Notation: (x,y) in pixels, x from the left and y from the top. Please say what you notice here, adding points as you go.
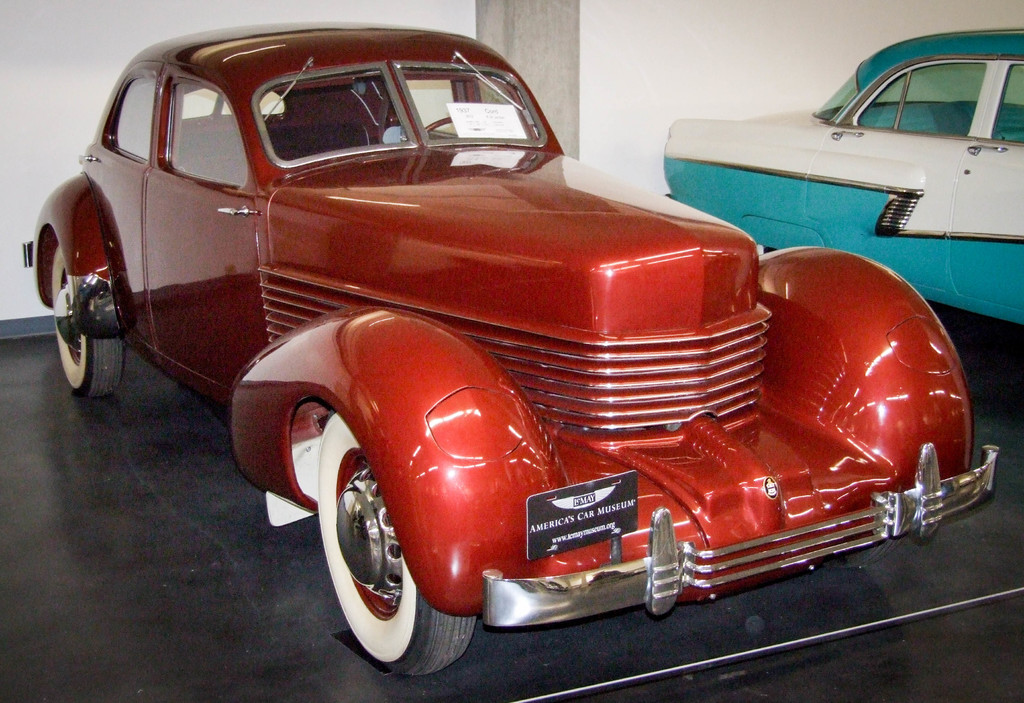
In the image I can see two cars (632,199) and also I can see a note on which there is some text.
